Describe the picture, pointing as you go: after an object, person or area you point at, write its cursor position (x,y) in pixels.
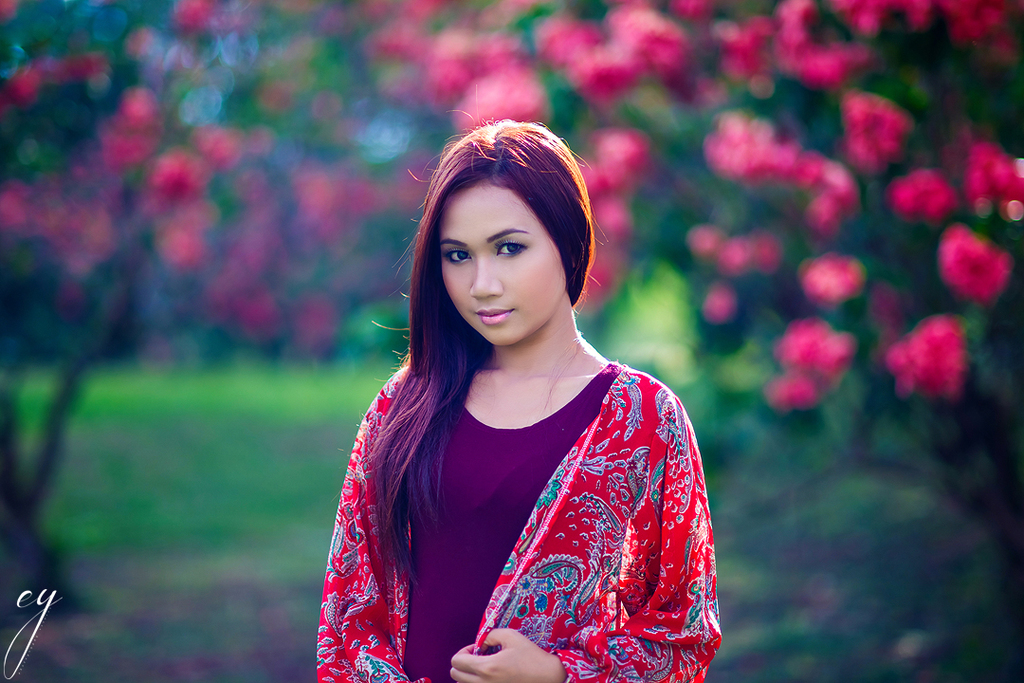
In the foreground of this image (630,497), there is a woman (532,439) standing. In the background (867,172), there are flowers (588,86) and the greenery (151,442).
